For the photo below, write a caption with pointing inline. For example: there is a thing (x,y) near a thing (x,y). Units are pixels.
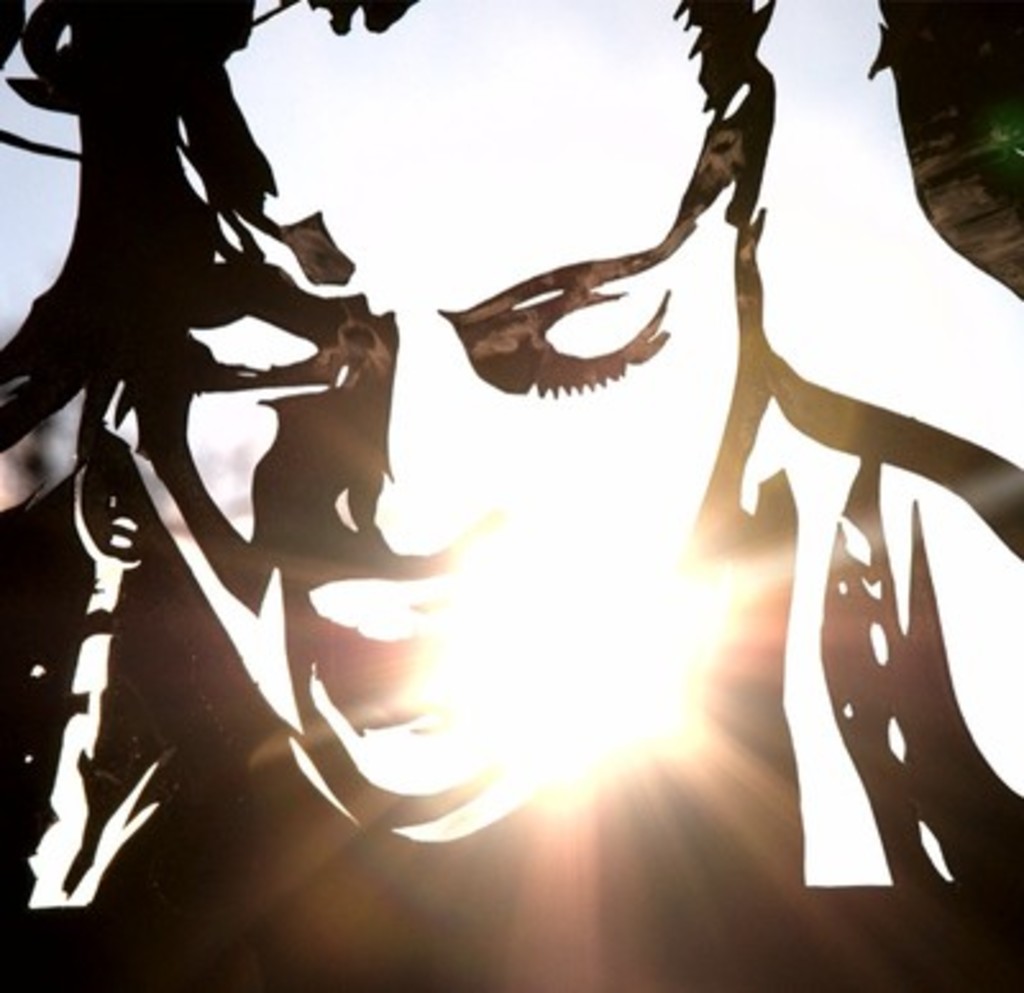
In this image we can see an edited image of a person (516,385).
